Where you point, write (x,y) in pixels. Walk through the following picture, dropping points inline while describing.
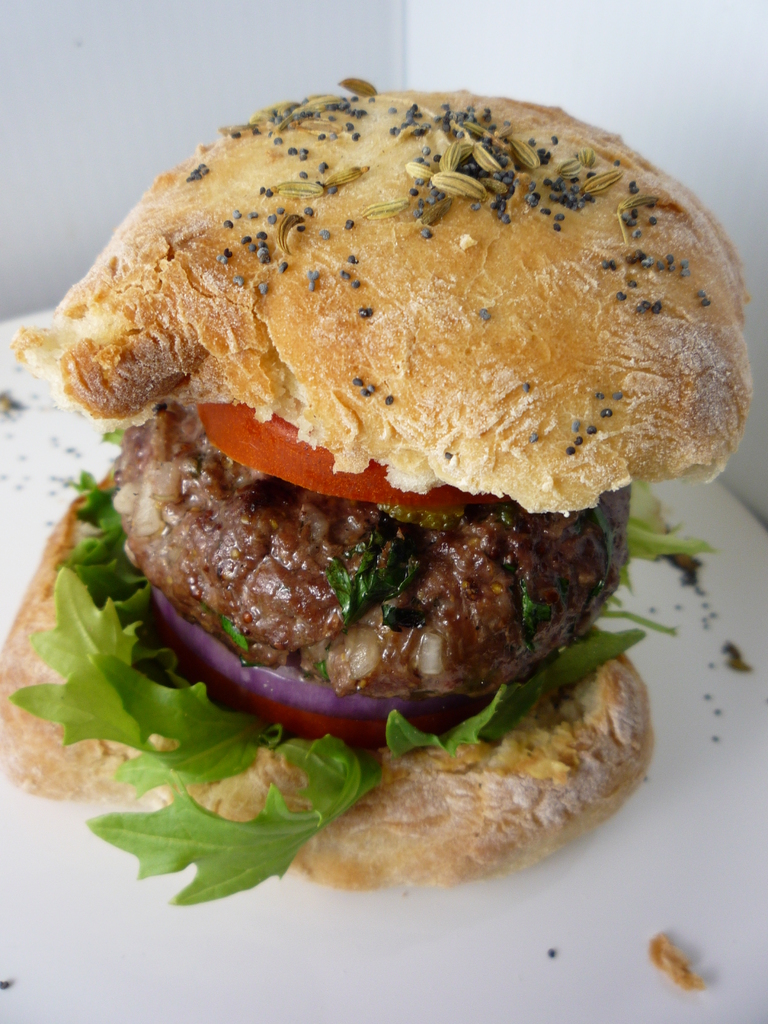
In the center of the image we can see one table (136,959). On the table (517,901), we can see one burger (500,780), in which we can see breads (464,454), leafy vegetables (159,697), tomato slices (407,495), onion slices (223,670) and some food item (398,526). In the background (75,103) there is a wall (109,142).
